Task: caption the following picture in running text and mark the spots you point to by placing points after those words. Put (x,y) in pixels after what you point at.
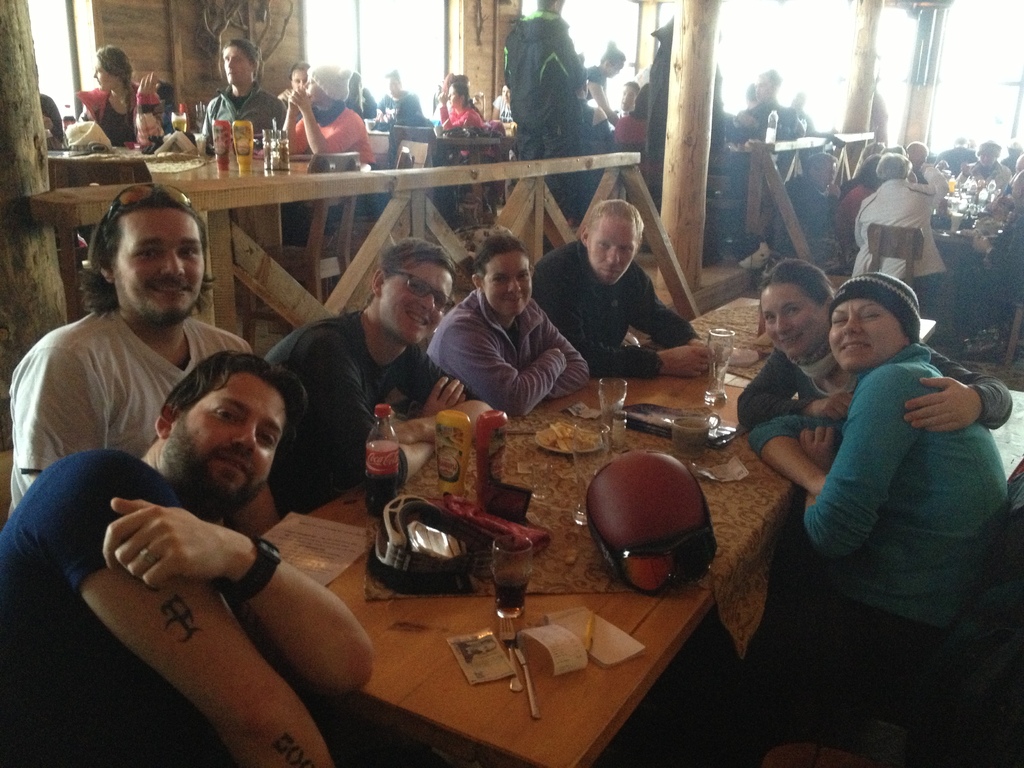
In this image there are tables (163,145), there are objects (607,406) on the tables (714,308), there are chairs (888,241), there are group of persons (590,232) sitting on the chair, there is a man (562,70) standing towards the top of the image (537,77), there are pillars (687,101) towards the top of the image (690,69), there is a wall (174,48) towards the top of the image (156,27), there is an object (215,36) on the wall (271,12), there are windows (345,41) towards the top of the image (407,42).
